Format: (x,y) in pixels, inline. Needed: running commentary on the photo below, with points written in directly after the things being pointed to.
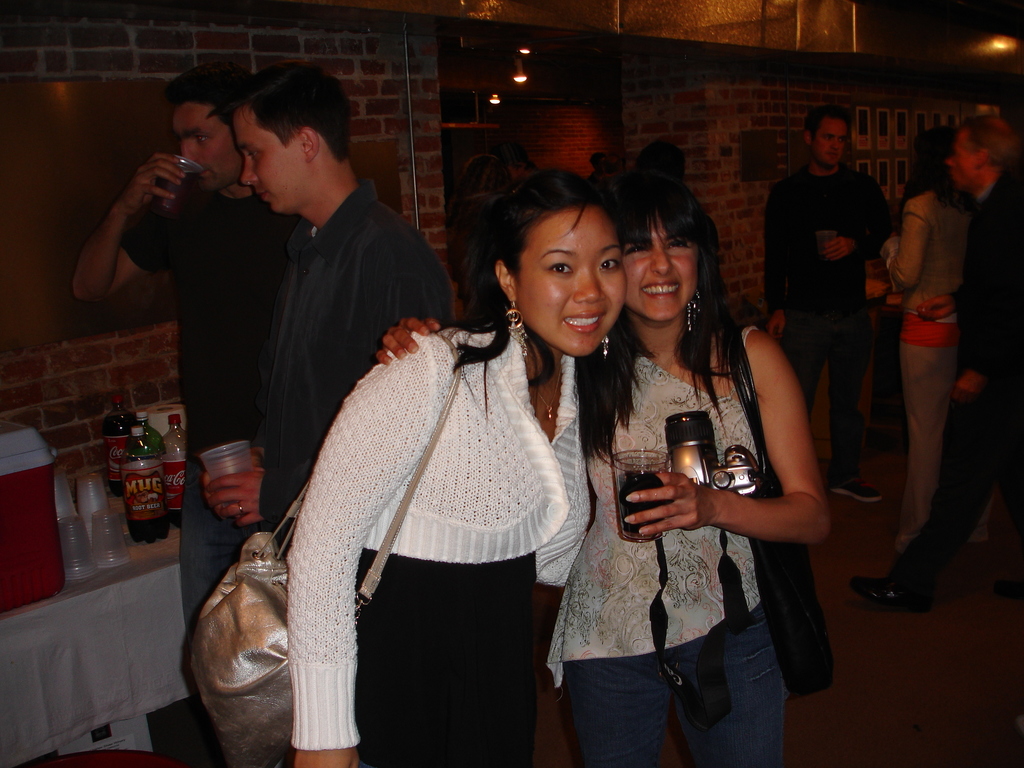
In this image there are two persons (527,413) standing and smiling, a person (621,561) holding a glass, and in the background (30,465) there are group of people (231,69) standing, bottles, glasses (93,510), ice cooler cube (15,502) on the table (45,659), frames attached to the wall (797,157), lights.
